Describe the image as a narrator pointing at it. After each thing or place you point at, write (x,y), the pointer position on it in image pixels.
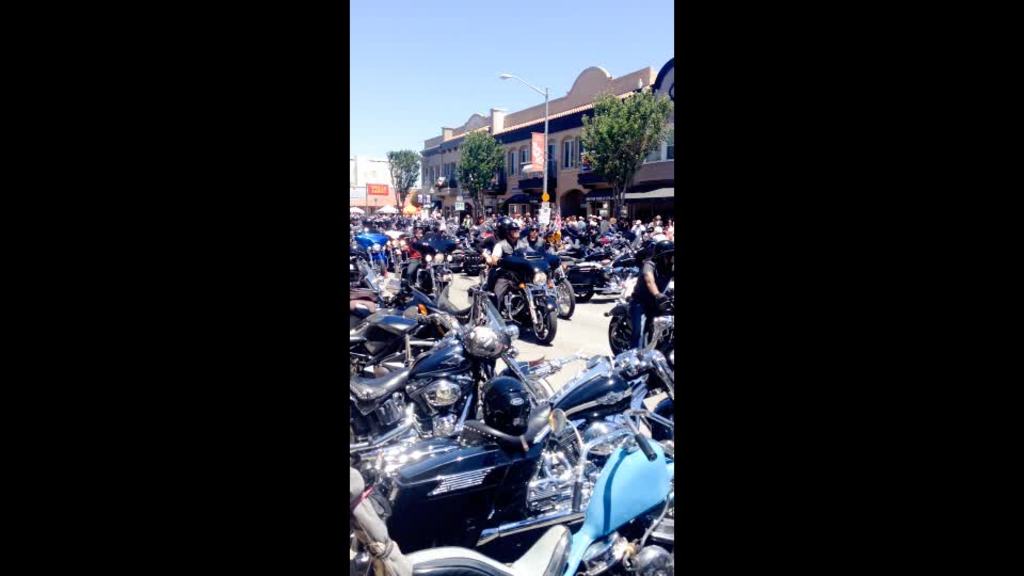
In this image, we can see bikes (459,442) and people (587,232) on the road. In the background (567,113), there are buildings (518,136), trees (493,153), boards (373,189) and we can see a pole (545,164).
